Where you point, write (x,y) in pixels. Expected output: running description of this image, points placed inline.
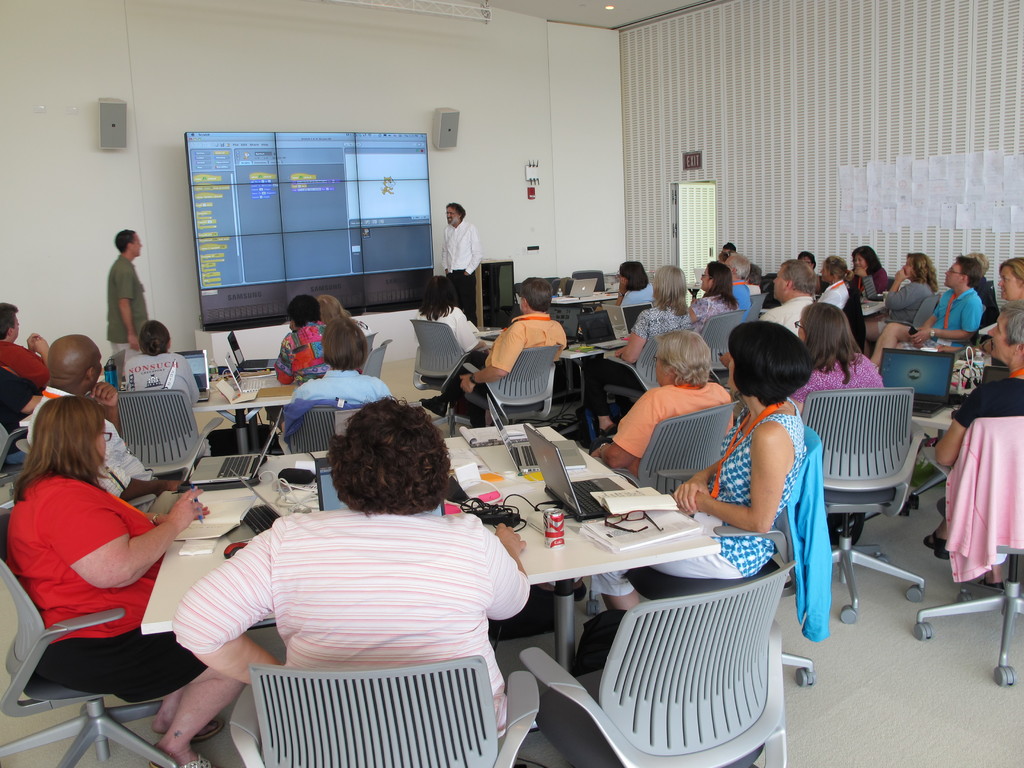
The image consists of many people (692,490) sitting on chair (885,484) around the tables (533,490) on which laptops (545,468) are there, In front there is screen (418,203) and top there are speakers (117,126) on right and left side (114,114). all the people (298,319) are staring at screen (229,288).
